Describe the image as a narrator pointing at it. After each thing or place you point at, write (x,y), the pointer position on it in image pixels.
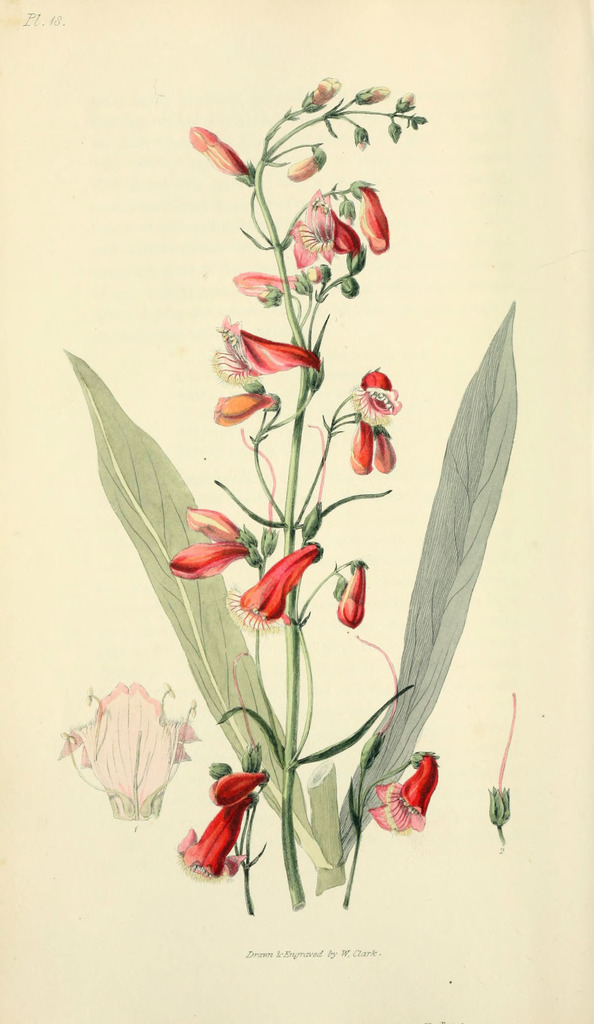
In this image I can see the plant (298,251) and few flowers (297,251) in red color and I can see the cream color background (374,573).
